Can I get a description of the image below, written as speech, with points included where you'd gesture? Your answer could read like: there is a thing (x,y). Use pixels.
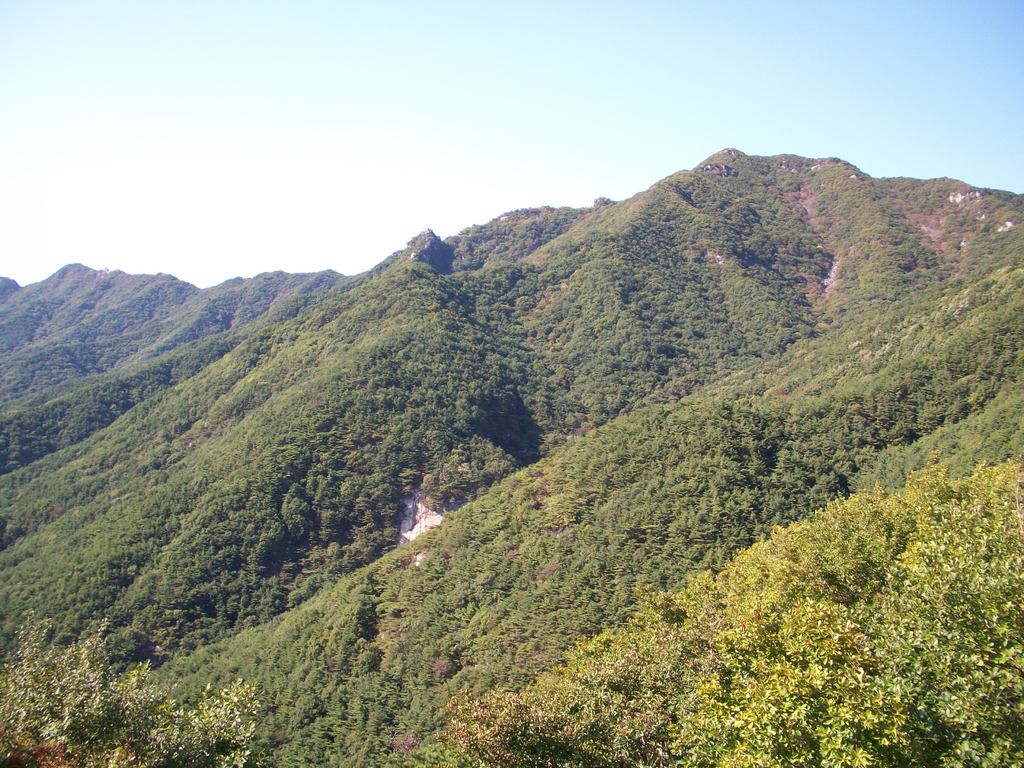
In the center of the image (370,394) there are mountains (359,406) and trees (182,560).
